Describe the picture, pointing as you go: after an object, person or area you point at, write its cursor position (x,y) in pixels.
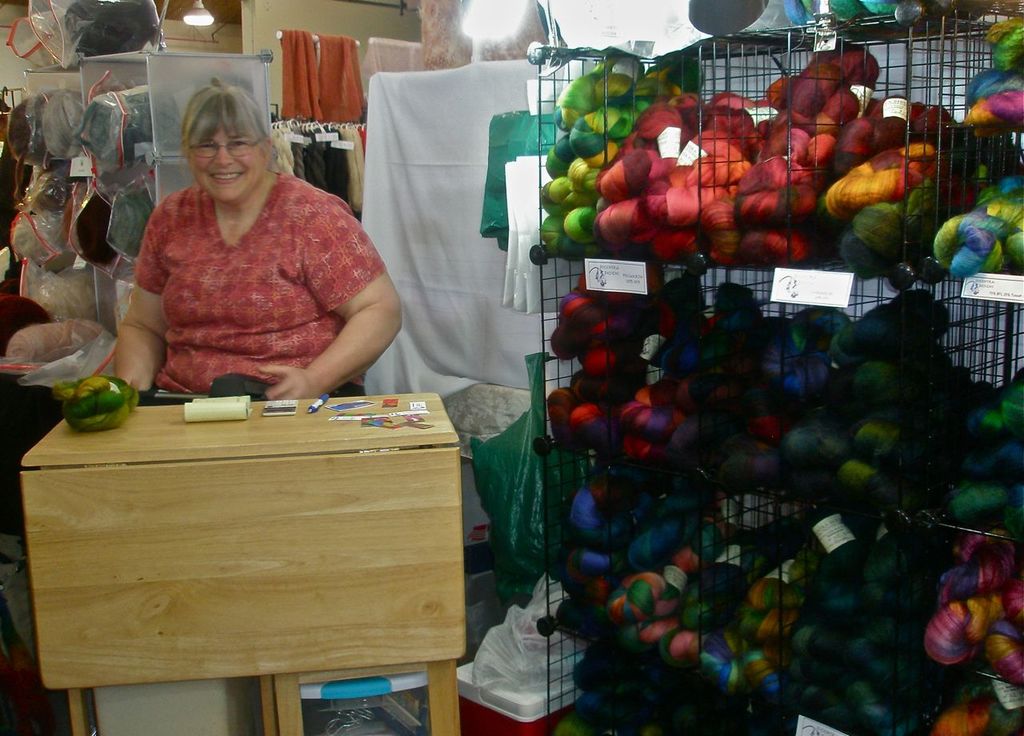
This is an image clicked inside the room (284,427). On the right side (731,341) there is a rack (767,297) filled with some objects (637,234). On the left side (302,265) there is a woman (250,320) wearing red color dress (260,289), sitting on the chair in front of the table (175,502). In the background (337,105) there are few clothes (332,52) hanging to a stick (314,41).
